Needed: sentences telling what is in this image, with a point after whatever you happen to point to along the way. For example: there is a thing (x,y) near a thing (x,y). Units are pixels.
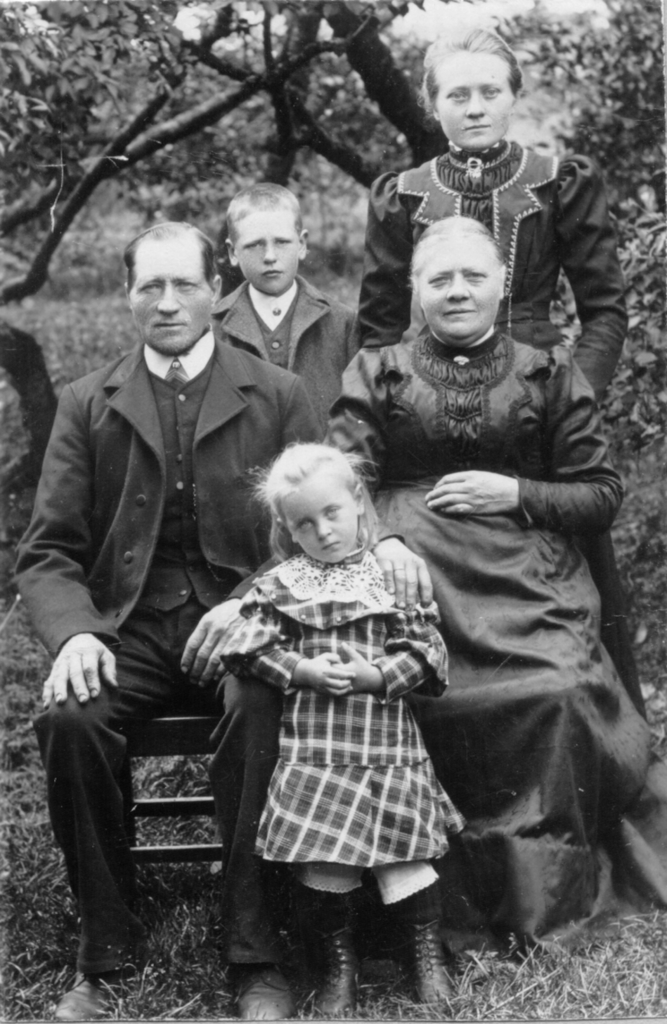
This is black and white picture where we can see one man (207,383), two women (344,414), boy (309,319) and a girl (420,799). Behind trees (300,110) are there.
